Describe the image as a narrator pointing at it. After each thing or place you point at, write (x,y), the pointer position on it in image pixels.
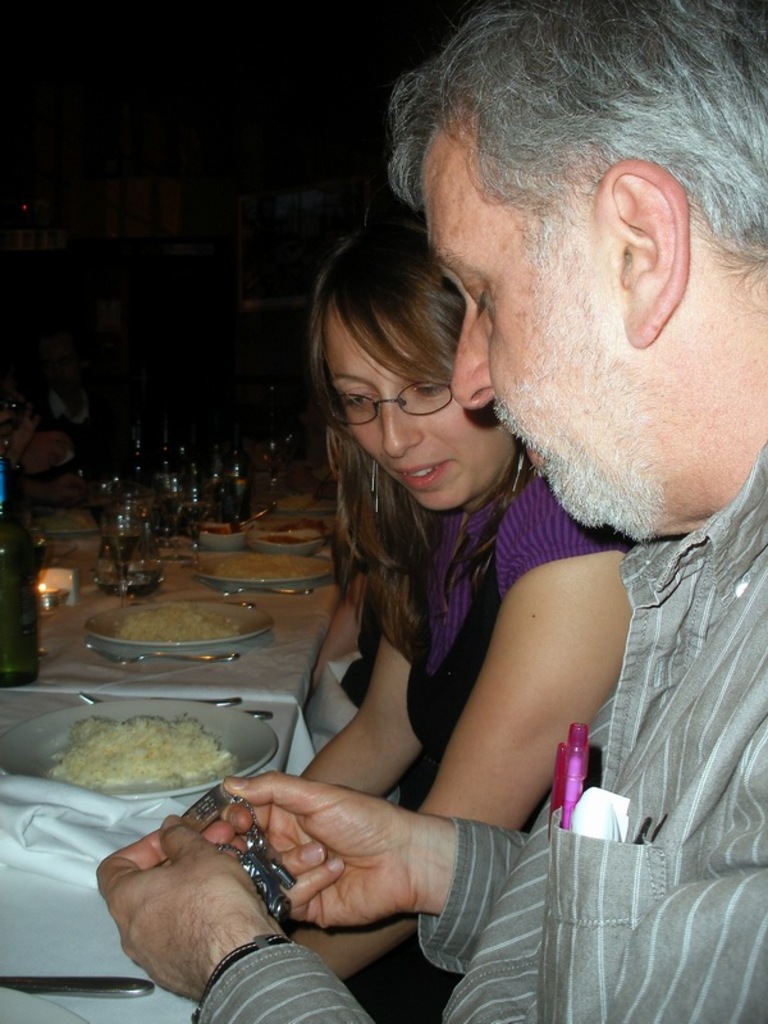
In this image I can see two persons (388,413) are sitting and in the front (246,936) I can see one of them is holding a silver colour thing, in his pocket (607,855) I can see a white colour thing (610,797) and a pen (577,792). On the left side of this image (127,702) I can see few tables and on it I can see white colour table cloths (81,999), number of spoons (129,982), plates (76,1022), glasses (172,504) and on these plates (173,606) I can see food (251,571). I can also see this image is little bit in dark.
